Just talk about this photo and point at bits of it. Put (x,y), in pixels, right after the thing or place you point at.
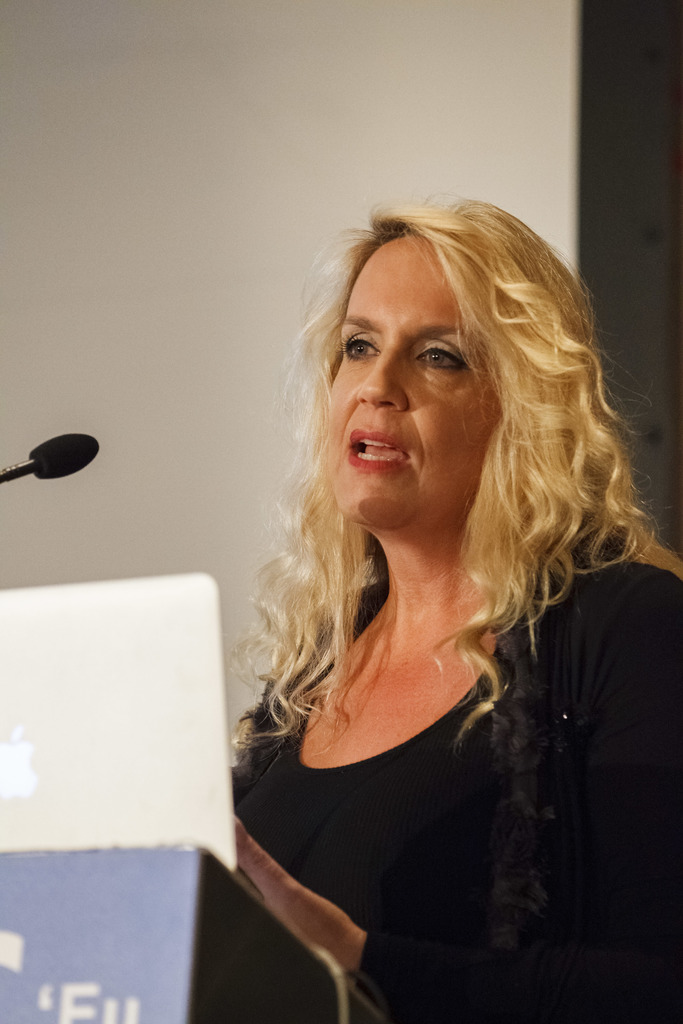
In this picture we can see a woman (411,777) in the black dress (447,843) and in front of the woman (403,868) it looks like a podium (95,978). On the podium (70,902) there is a laptop (56,736) and a microphone (56,457). Behind the woman (406,523) there is the wall (43,442).
